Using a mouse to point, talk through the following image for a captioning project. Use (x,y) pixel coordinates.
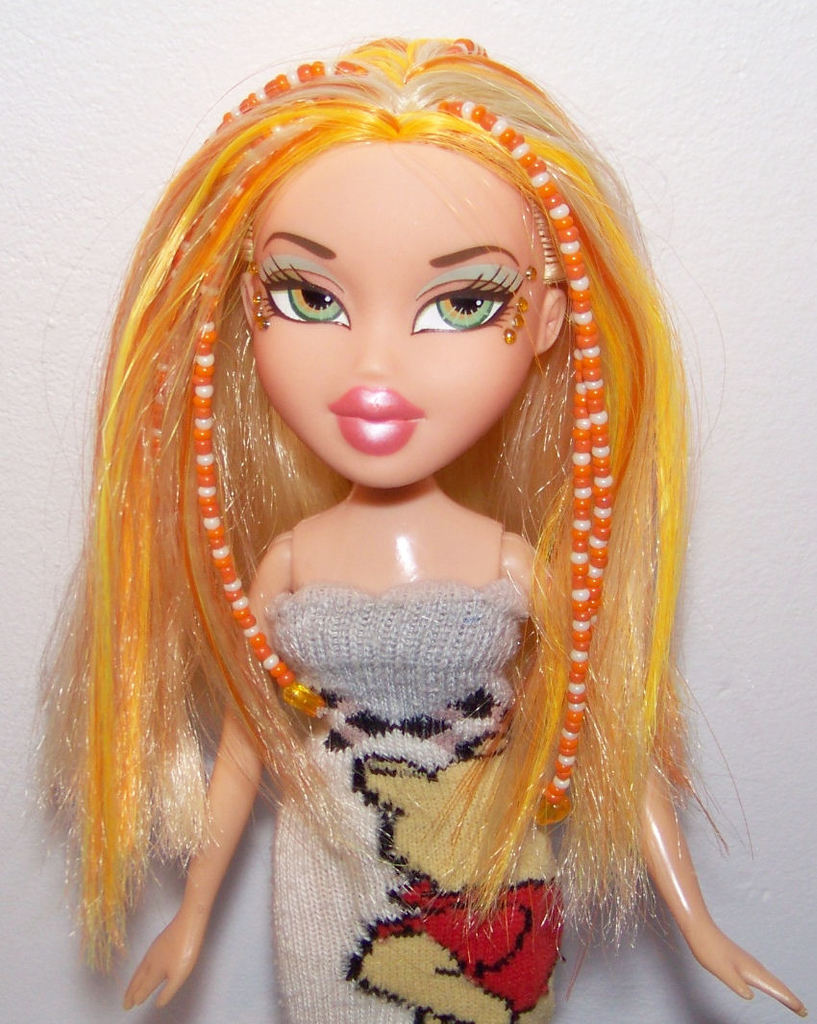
In the center of the image (539,501) we can see a doll (476,250). In the background (414,32) there is a wall (115,208).
